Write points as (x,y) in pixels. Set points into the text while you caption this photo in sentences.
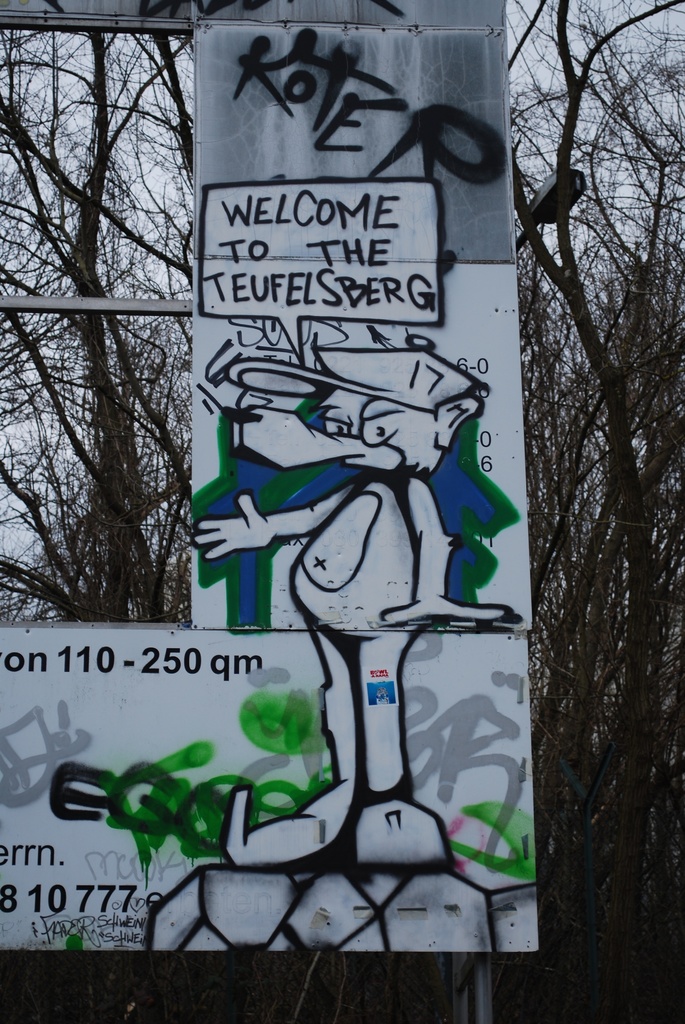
In this picture we can see boards (246,740) and pole (483,960). In the background of the image (602,346) we can see trees (603,207), light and sky (601,220).
